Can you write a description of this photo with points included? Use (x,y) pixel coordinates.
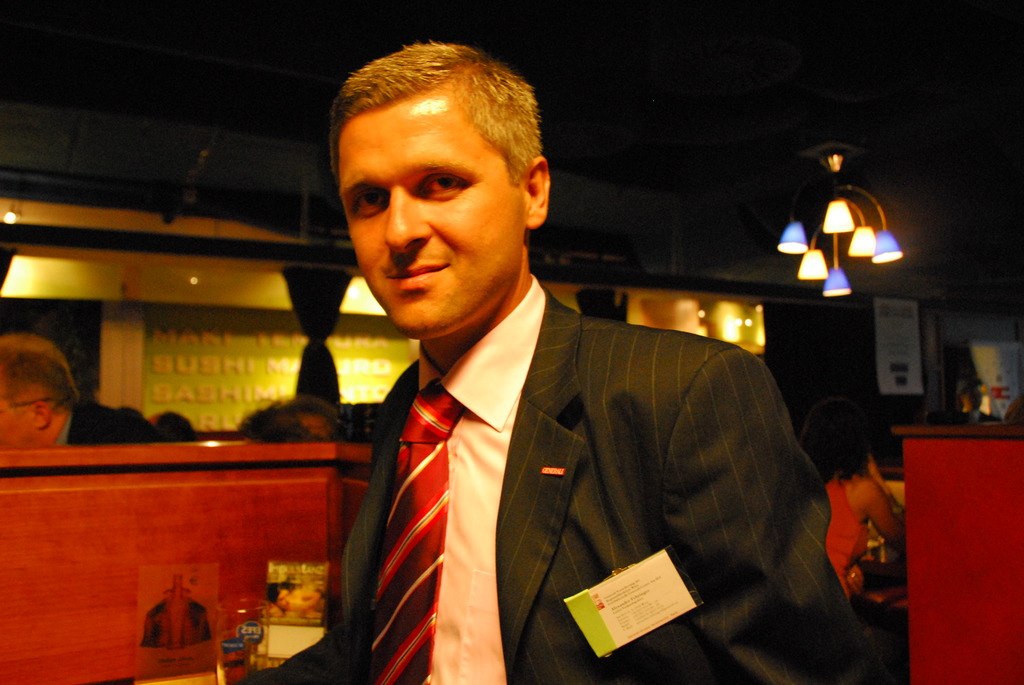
In this image there is a man (544,510) wearing suit (520,537), red tie (429,440). In the background (876,489) there are many other people (846,465). This is inside a restaurant (820,216). Here there is a glass (263,613). On the ceiling (830,266) there are lights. On the wall (225,363) few texts (234,370) are there.
